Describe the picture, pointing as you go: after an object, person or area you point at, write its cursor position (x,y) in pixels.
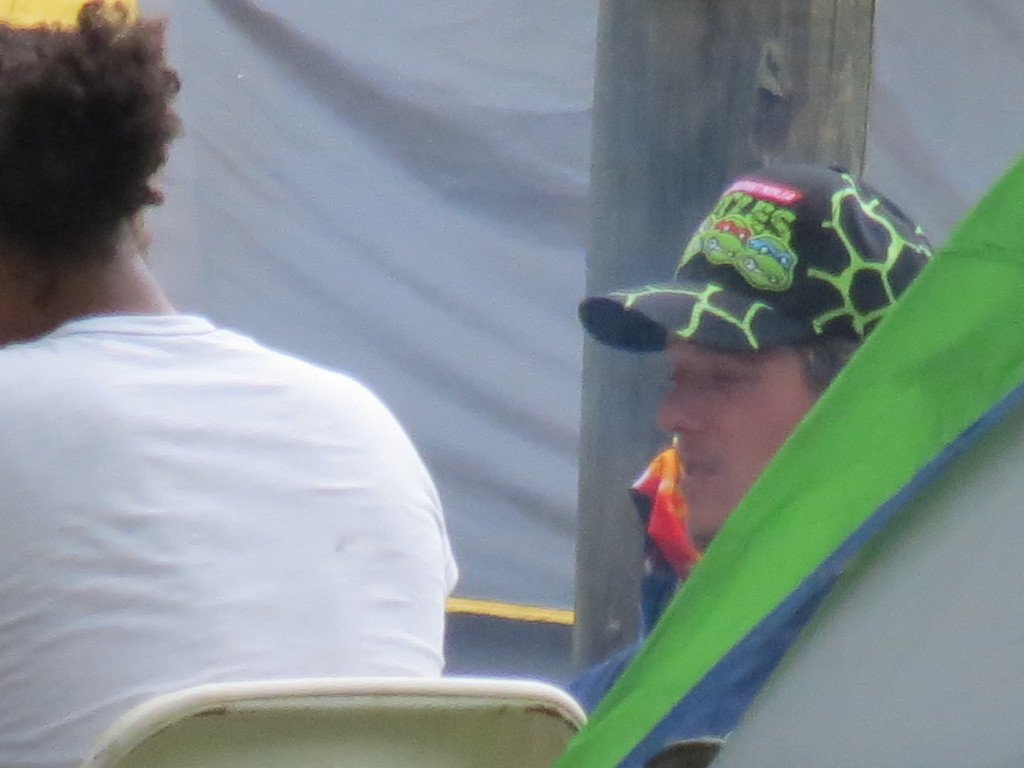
In this image there are two persons (76,576) sitting on chair (360,711), in the foreground (683,694) and background (430,408) there are covers (519,147) and in the center (614,494) it looks like a pole (640,371).
